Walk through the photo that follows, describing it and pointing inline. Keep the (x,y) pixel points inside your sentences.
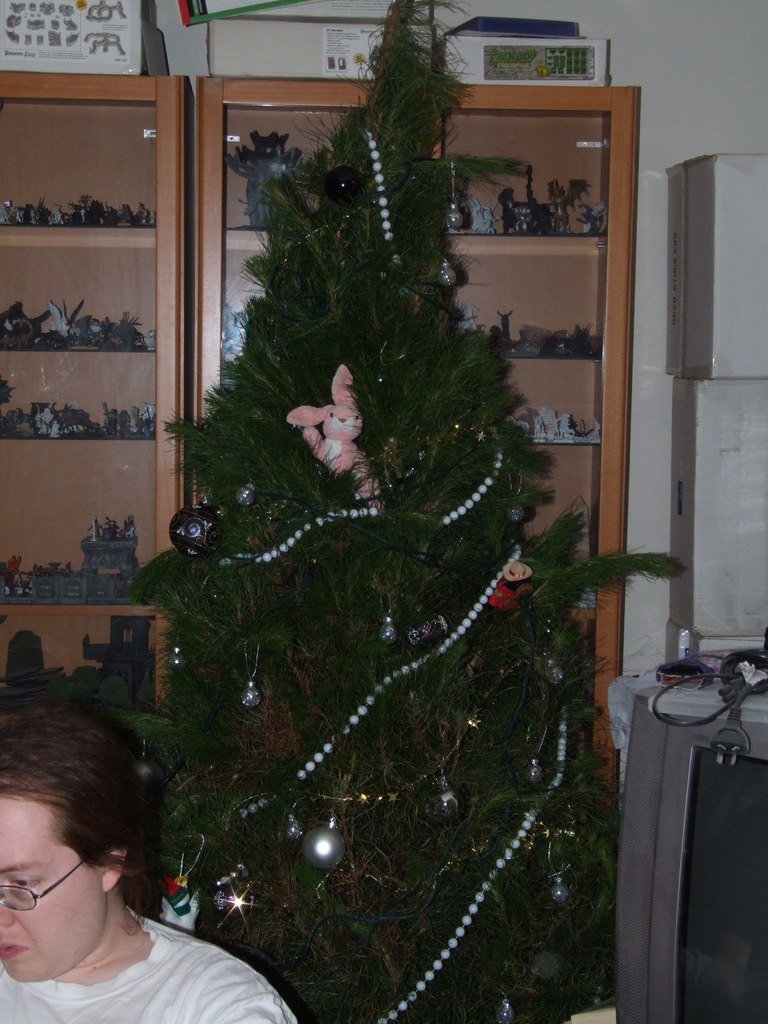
In the center of the image (308,396) there is a christmas tree (295,865). On the right side of the image (716,523) we can see television (711,764) and boxes (766,615). In the background (562,362) we can see toys (0,400) placed in a shelves (124,254). At the bottom left corner (224,1010) there is a person (78,924).
